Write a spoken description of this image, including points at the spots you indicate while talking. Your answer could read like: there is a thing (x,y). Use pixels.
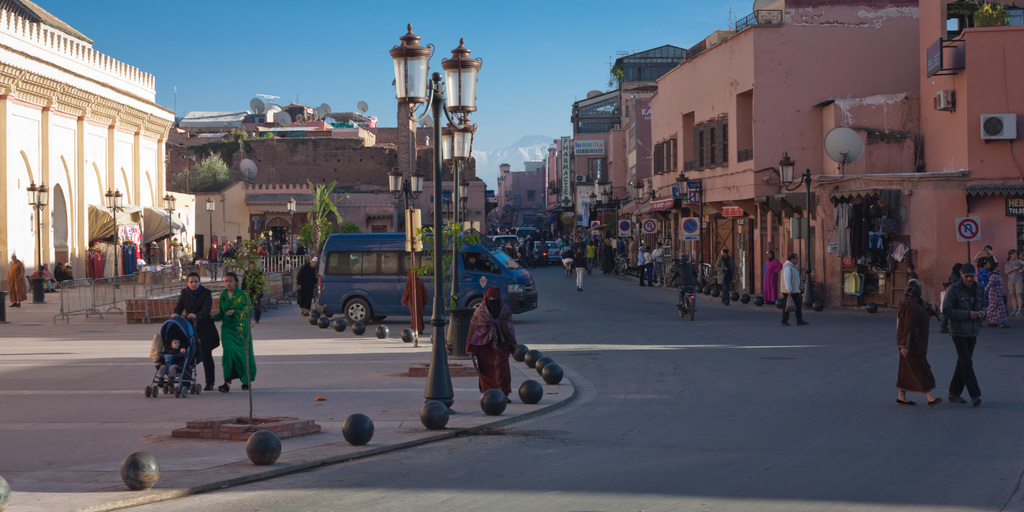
In this image there is a road (595,315) in the middle (605,314). On the road (607,311) there are so many vehicles (553,248). There are buildings (540,188) on either side of the road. At the top (527,62) there is the sky (538,44). On the left side (228,307) there are two persons (212,304) who are walking on the floor (214,388) by holding the cradle (171,345). On the footpath (204,377) there is a van (373,269). There are few people (776,280) walking on the footpath (75,493). On the footpath (114,486) there are black colour balls (148,467) one after the other. In the middle (441,180) there is a light pole (437,144). There are buildings (51,151) all over the place.
